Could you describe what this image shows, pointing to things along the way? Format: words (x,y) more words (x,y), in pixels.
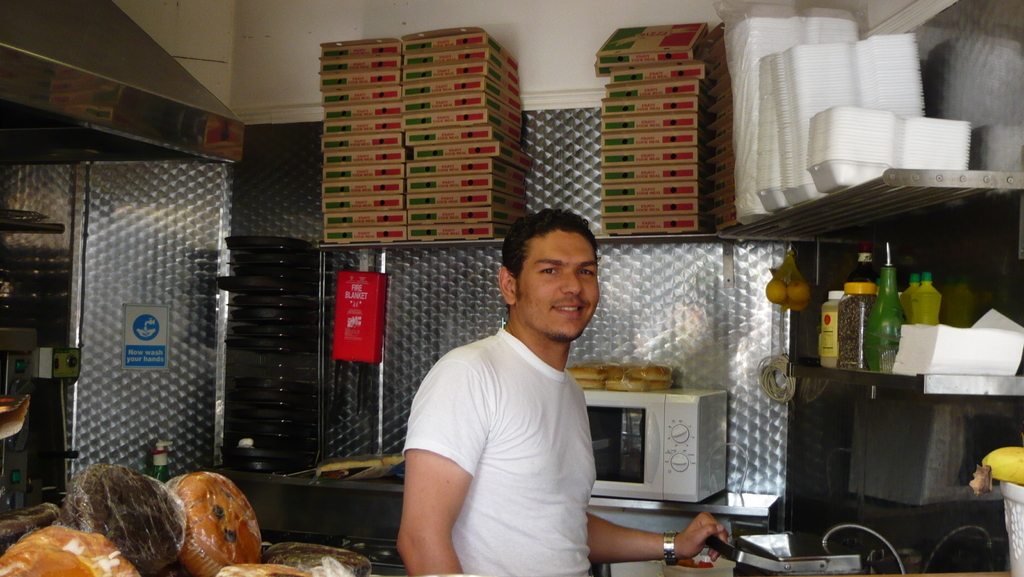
This image is taken indoors. In the background (314,190) there is a wall (742,295). There is a kitchen platform (347,465) with an oven (626,437) and many things (319,468) on it. There are many cardboard boxes (471,150) and food containers (863,167) on the shelves (816,202). On the left side of the image (146,146) there is a chimney (92,107) and there are many food items (170,545). On the right side of the image (880,338) there are a few bottles (879,322) with tissue papers (903,368) on the shelf (907,379). There are many things (891,545) on the table (654,574). In the middle of the image (545,312) a man (533,365) is standing and he is with a smiling face (541,308).
